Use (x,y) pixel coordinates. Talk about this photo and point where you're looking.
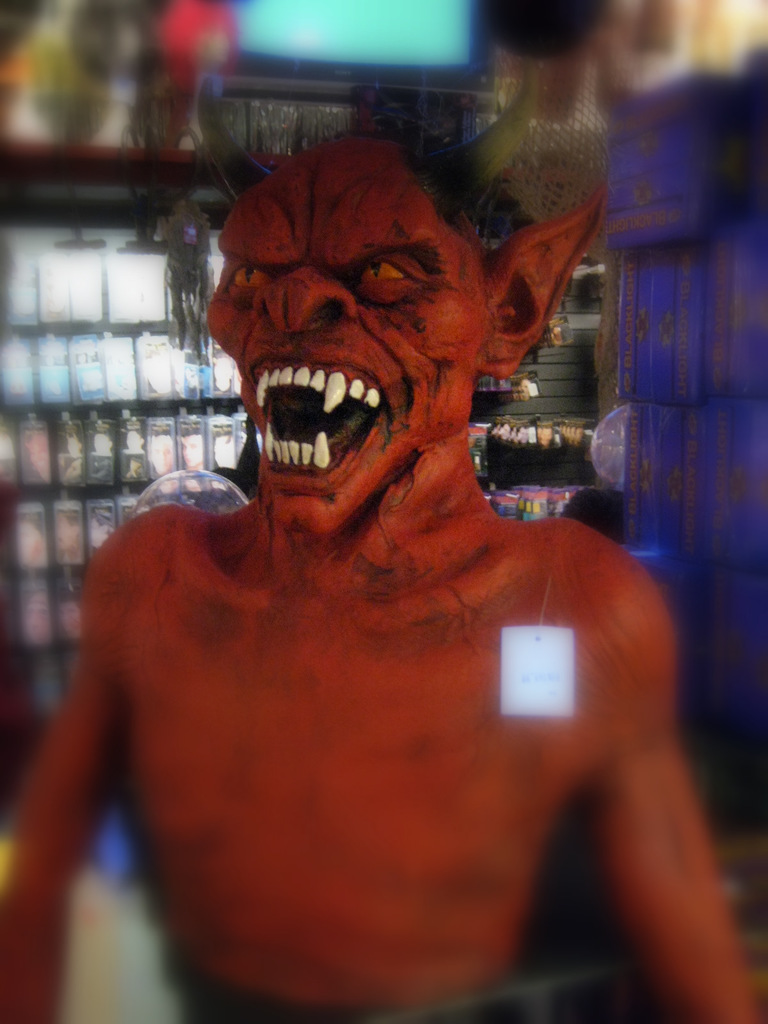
This picture shows a toy (441,482) and it is brown in color and we see a television (308,60) on the back (380,68) and few articles (43,375) in the cupboard (532,350).
